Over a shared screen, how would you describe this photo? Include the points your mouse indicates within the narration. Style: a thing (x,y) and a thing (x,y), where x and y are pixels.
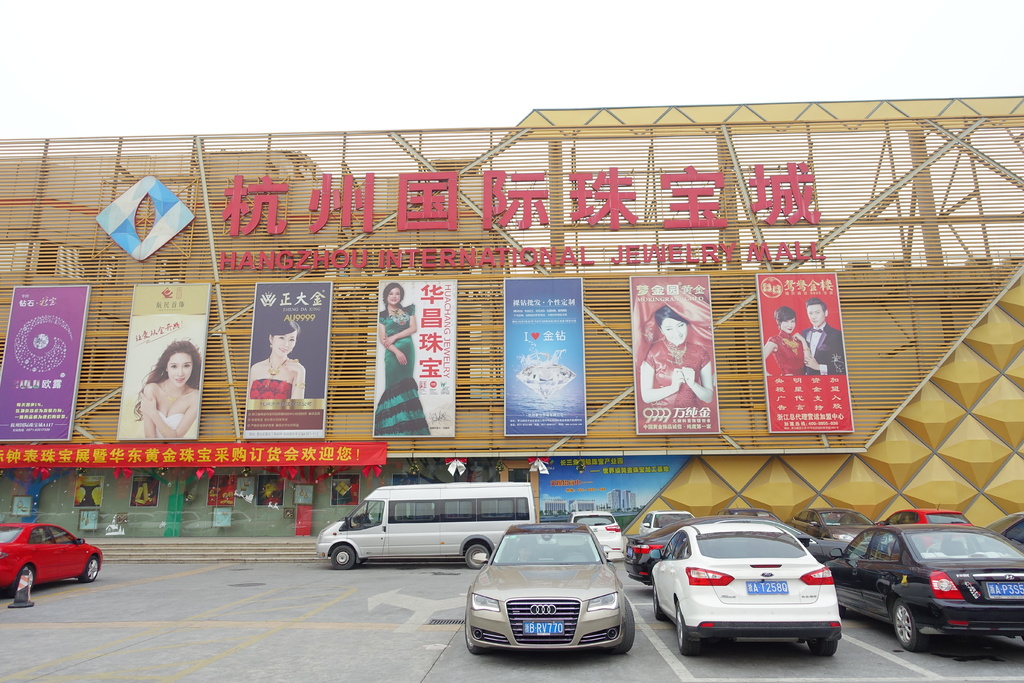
In this image, we can see a building (623,382). Here we can see few hoardings (411,361), banners (314,444), posters (264,500). At the bottom (433,524), we can see vehicles (621,607) are parked on the parking slot (367,641). Left side of the image (24,581), we can see a traffic cone (21,593). Here we can see few stairs (242,555).
